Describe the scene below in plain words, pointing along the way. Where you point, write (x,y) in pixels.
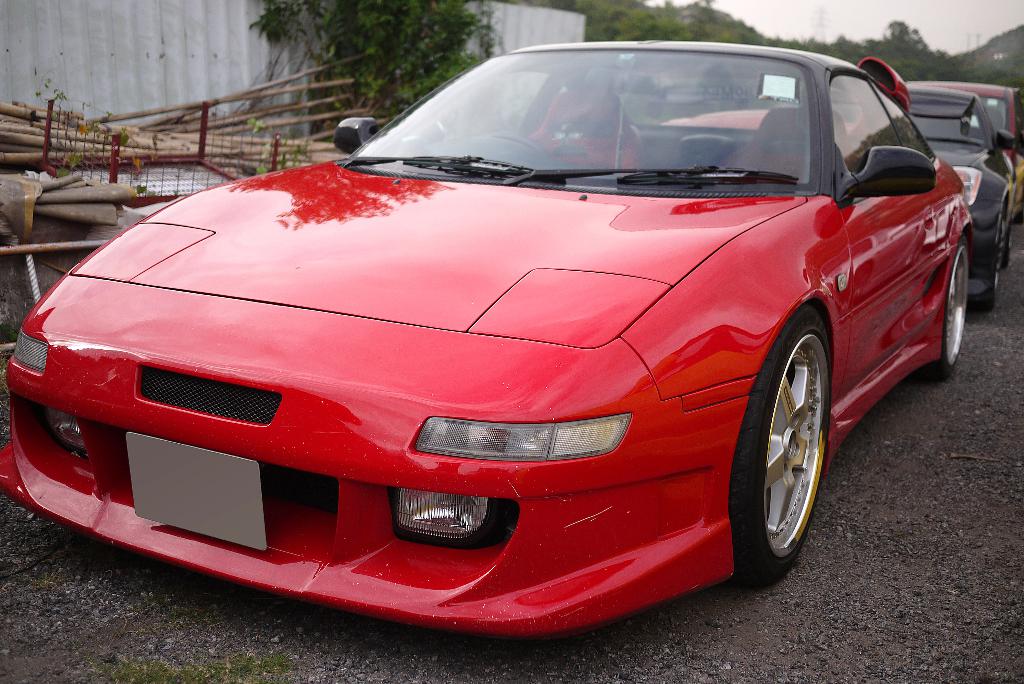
In the center of the image (635,312) we can see vehicles (697,564) on the road (729,618). In the background (1001,60) we can see hills (978,71), trees (402,18), wooden sticks (182,152) and sky (838,30).
